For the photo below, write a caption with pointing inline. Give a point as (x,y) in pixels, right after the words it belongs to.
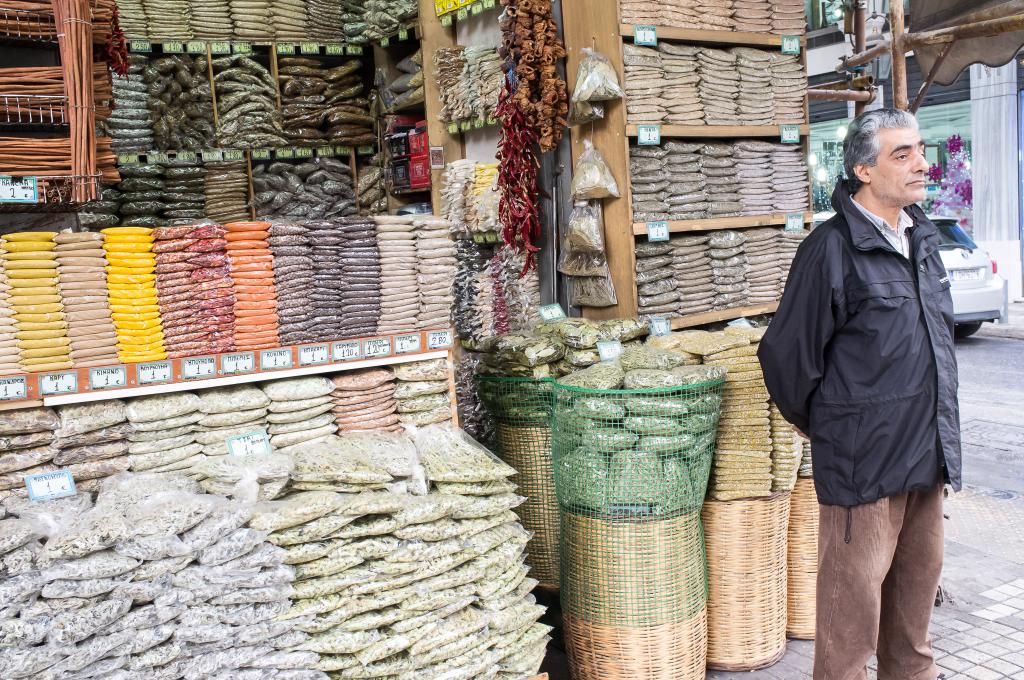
On the right side of the image (826,278) a man (870,214) is standing. Behind him there is a store (517,51), on the store (289,128) there are some packets (315,109) and there is a vehicle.
